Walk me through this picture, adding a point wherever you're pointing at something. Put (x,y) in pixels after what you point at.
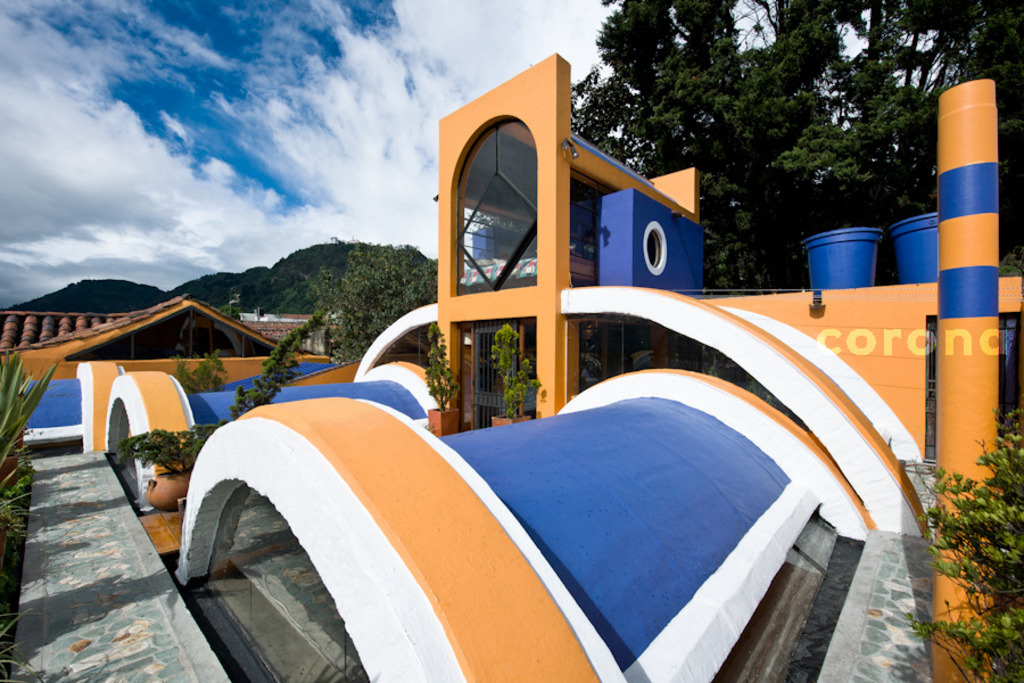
In this image, there are a few houses (488,398). We can see the ground (165,660) with some objects (180,505). We can also see some plants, trees (930,204) and hills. We can also see the sky (87,98) with clouds (104,88). We can also see a pole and a few blue colored objects (857,250).
